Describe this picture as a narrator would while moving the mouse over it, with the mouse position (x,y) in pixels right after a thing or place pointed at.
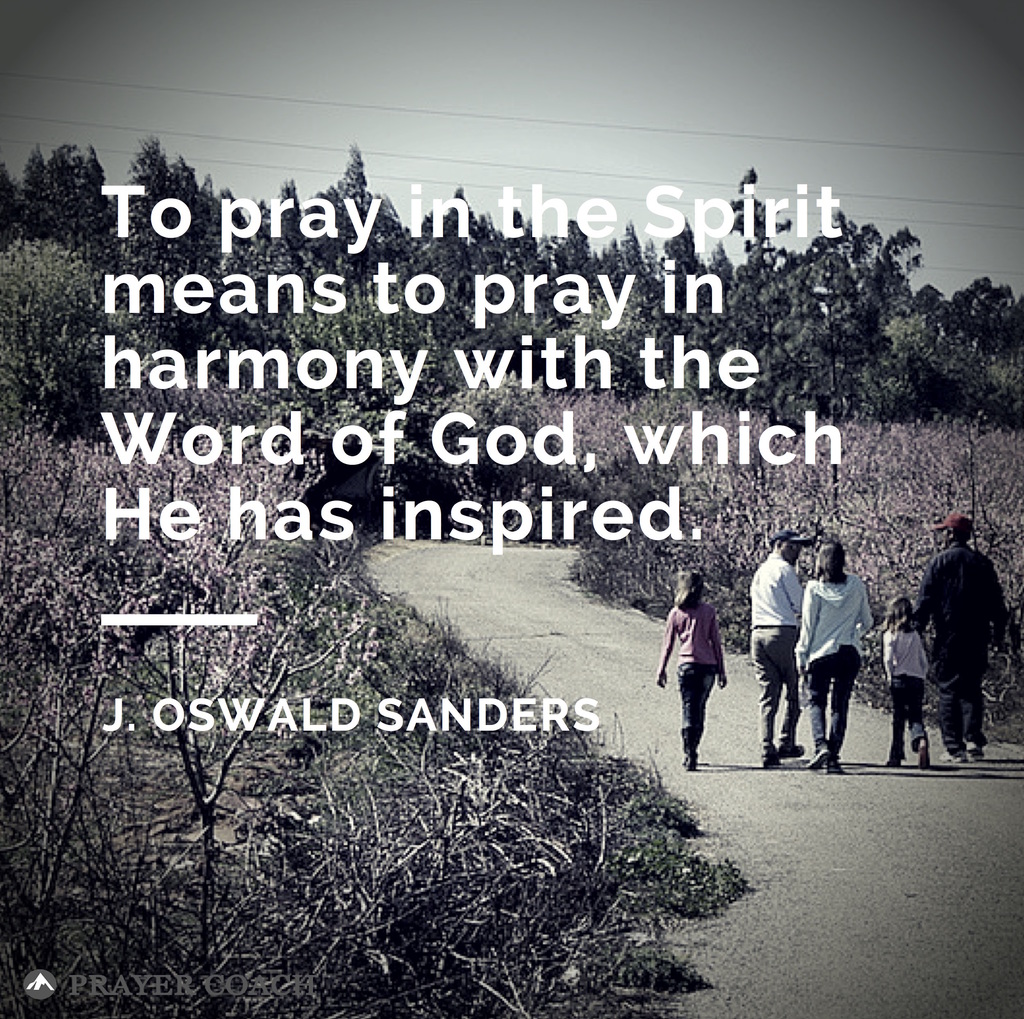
On the right side of the image (772,542) we can see some people (835,686) are walking on the road (737,677). In the background of the image (531,504) we can see the trees (563,249), wires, text (324,289), plants (356,637) and grass (645,900). In the bottom left corner (115,993) we can see the text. At the top of the image (500,102) we can see the sky (679,82). At the bottom of the image (858,838) we can see the road (757,953).
